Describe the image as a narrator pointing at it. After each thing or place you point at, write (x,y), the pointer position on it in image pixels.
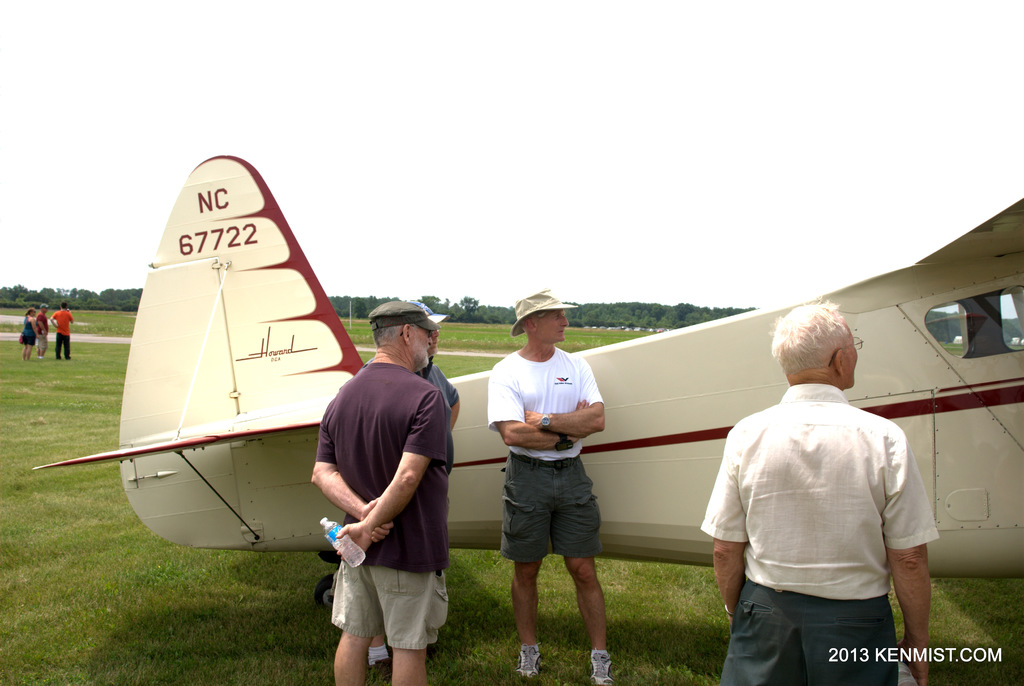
In the picture we can see a air craft (973,469) and near it we can see four people (781,321) are standing and behind the air craft (462,486) we can see a grass surface (60,661) and far away from it we can see three people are standing and talking to each other and in the background (69,234) we can see full of trees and sky (511,213).
